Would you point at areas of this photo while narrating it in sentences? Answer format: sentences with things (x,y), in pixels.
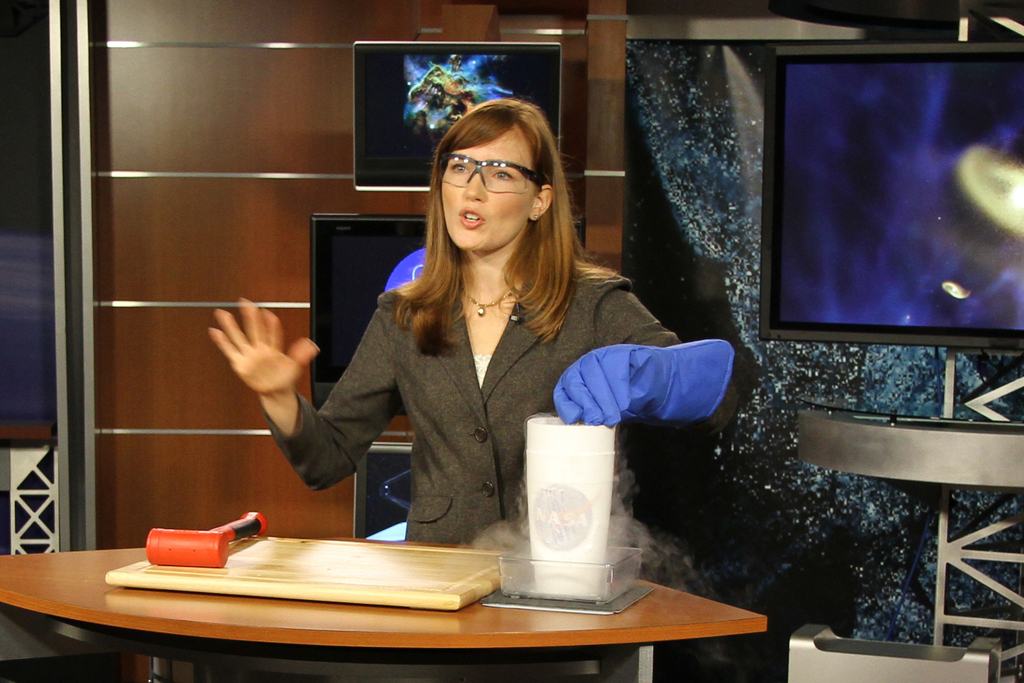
In this image we can see a person (501,409) near the table (530,631), there is a wooden board (353,572), bowl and few objects (208,565) on the table (647,609) and there are few screens (870,194) on the wall (296,104) in the background (434,49).
